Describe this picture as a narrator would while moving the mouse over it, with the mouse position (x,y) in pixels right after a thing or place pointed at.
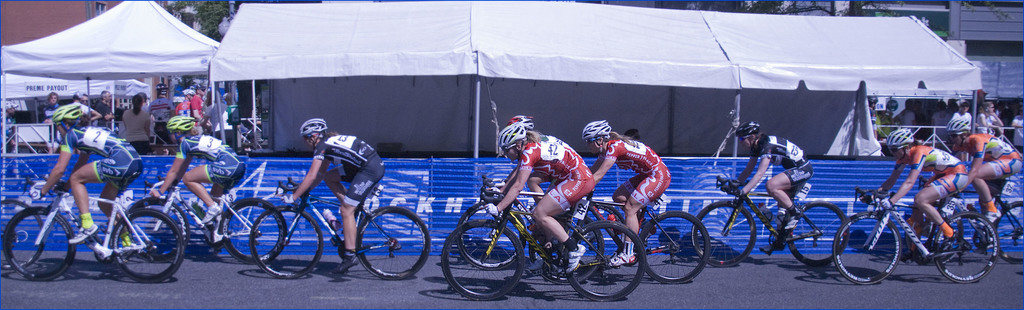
In the image few people (1000,164) are riding bicycles (990,265). Behind them there is fencing (854,186). Behind the fencing (866,182) there are some tents (315,103) and few people (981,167) are standing. Behind them there are some trees (196,18) and buildings (952,27).
